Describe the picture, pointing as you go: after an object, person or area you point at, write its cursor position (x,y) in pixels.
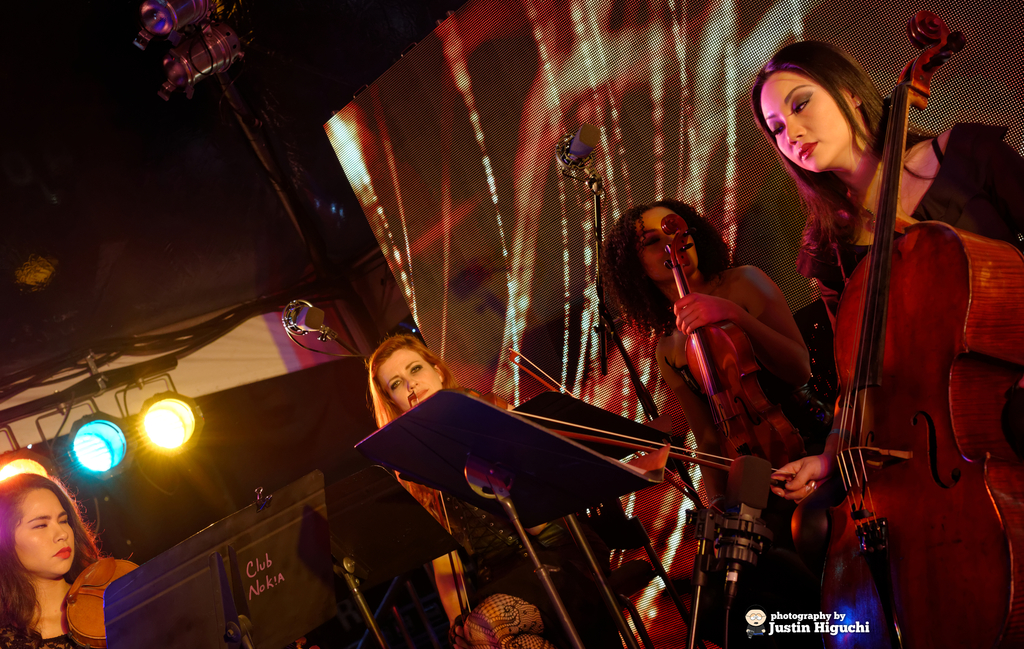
There is a group of people (695,293). They are playing a musical instruments (715,344).
